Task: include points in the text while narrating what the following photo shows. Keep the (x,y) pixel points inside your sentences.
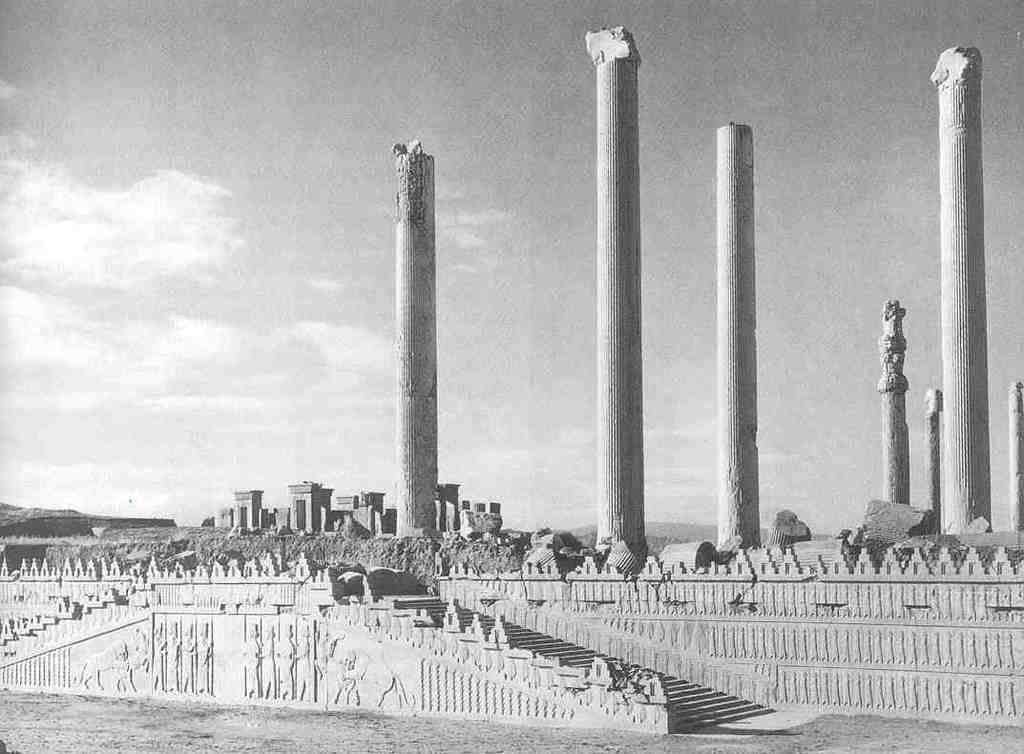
This is a black and white image. We can see some pillars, stairs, hills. We can see the ground (312,744) with some objects (365,568). We can see the wall (429,645) with some carvings (429,704). We can see the sky (329,317) with clouds (197,308).
